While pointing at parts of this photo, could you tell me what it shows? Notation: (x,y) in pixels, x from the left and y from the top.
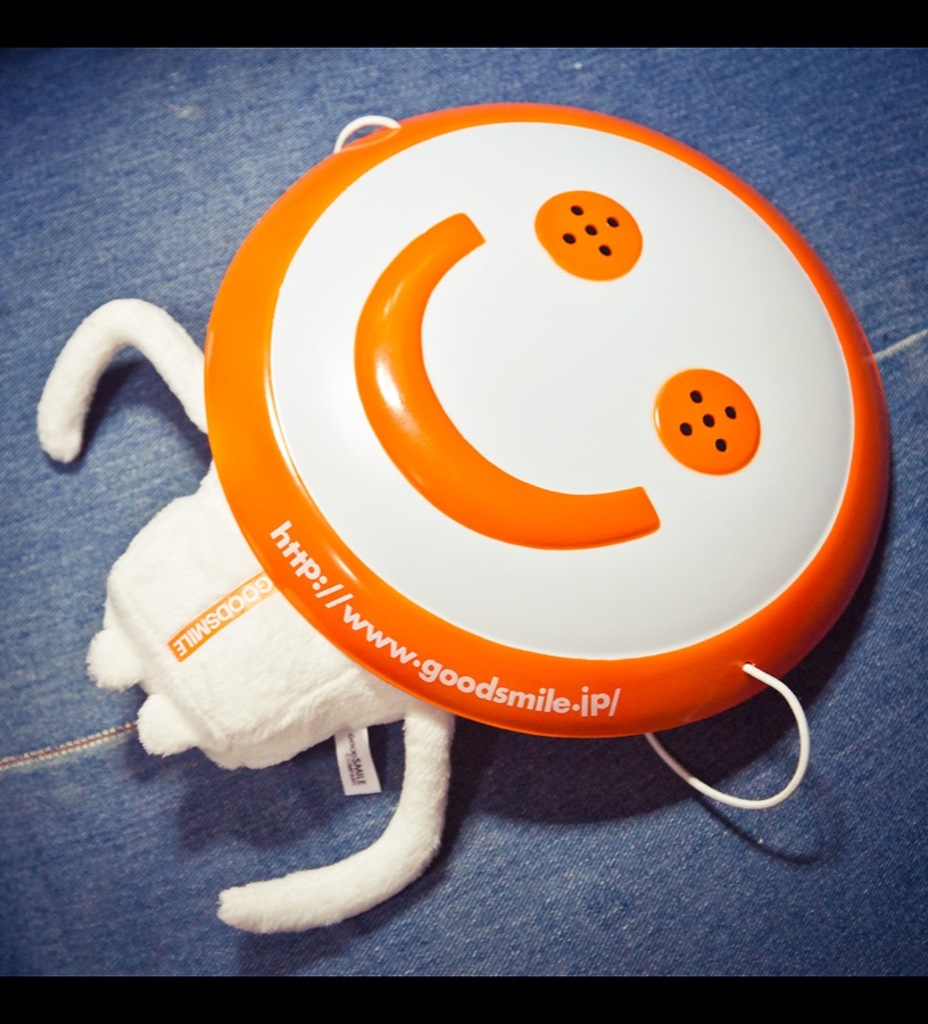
Here we can see a smiley emoji badge (510,479) tied to a toy (191,629) and it is on a platform (778,858).
